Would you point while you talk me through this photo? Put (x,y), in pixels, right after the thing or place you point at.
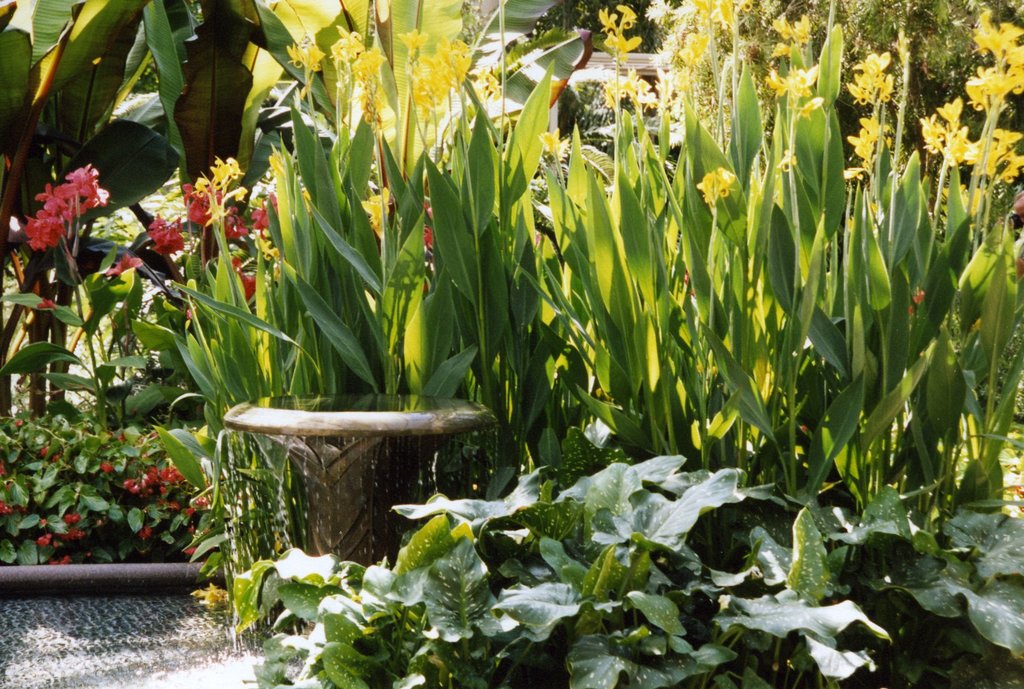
In this image I can see few plants (622,294) and few flowers (257,211) which are red in color and few other flowers (857,169) which are yellow in color. I can see a brown colored pipe (2,579) and a brown colored object (329,473) from which I can see few water drops (273,450) are falling on the floor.
